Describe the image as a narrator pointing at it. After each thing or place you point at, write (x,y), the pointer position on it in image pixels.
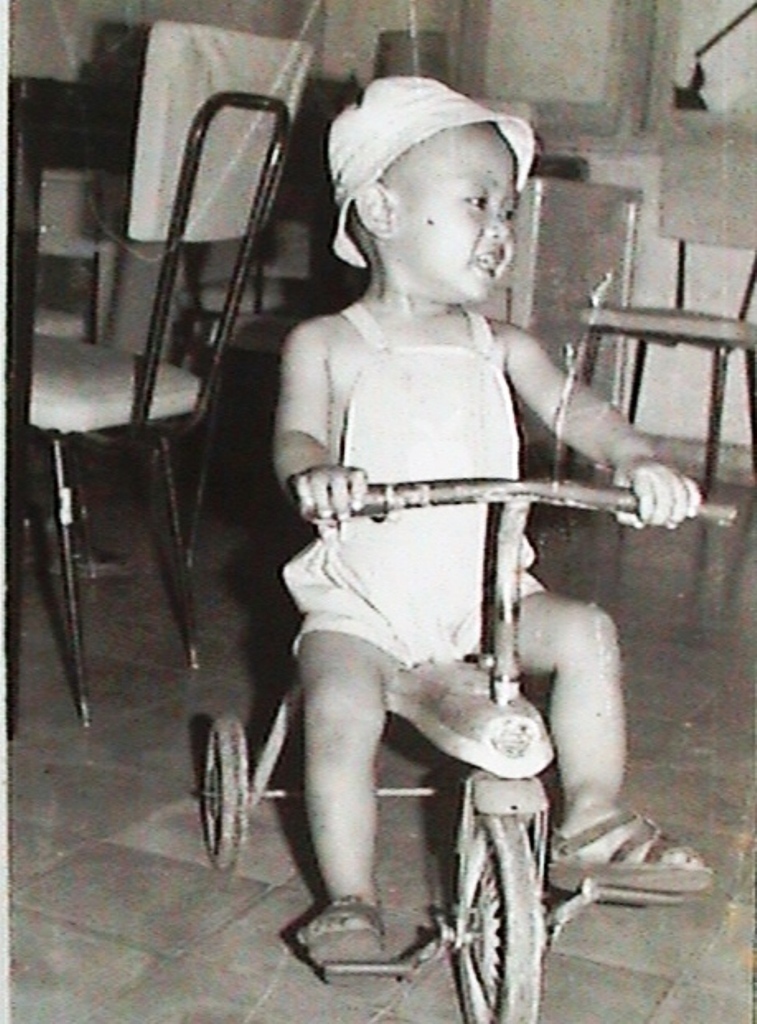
In this picture we can see child (349,466) wore cap (355,159) sitting on bicycle (269,759) and riding and in the background (629,122) we can see chair (183,35), wall (216,14), window (643,100).
